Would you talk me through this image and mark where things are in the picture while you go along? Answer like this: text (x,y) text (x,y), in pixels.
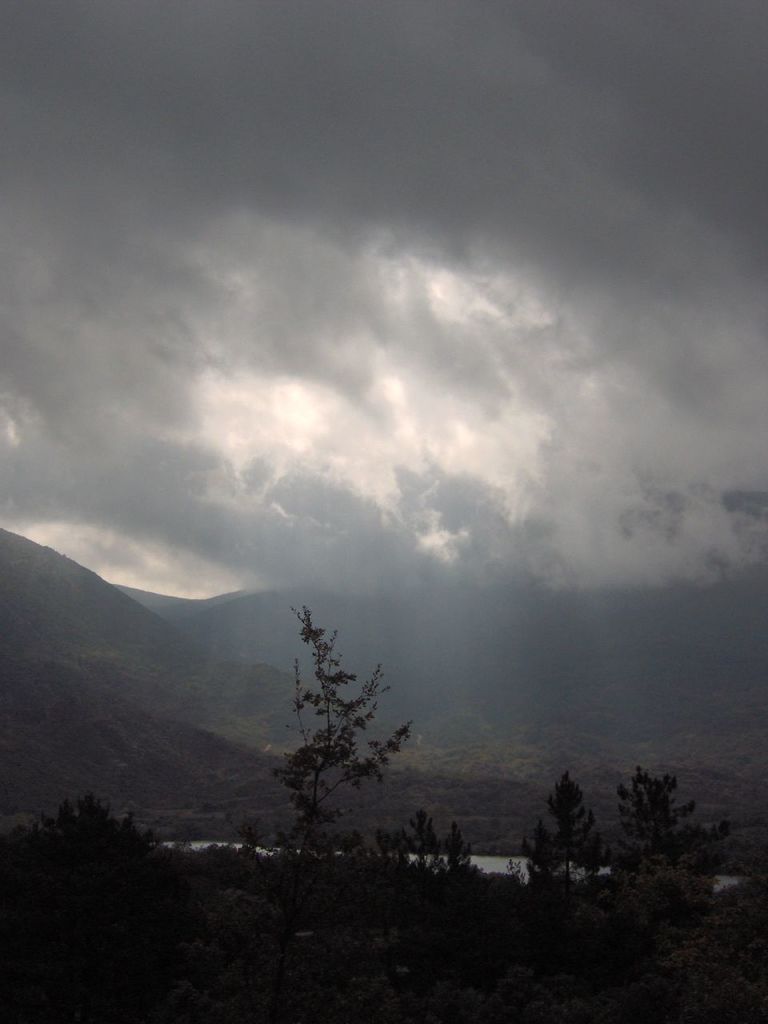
In the picture we can see some plants (210,957) and behind it, we can see water surface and behind it, we can see hills (159,718) covered with grass (43,568) and plants (411,761) and in the background (97,459) we can see a sky (412,454) with clouds (425,289).
